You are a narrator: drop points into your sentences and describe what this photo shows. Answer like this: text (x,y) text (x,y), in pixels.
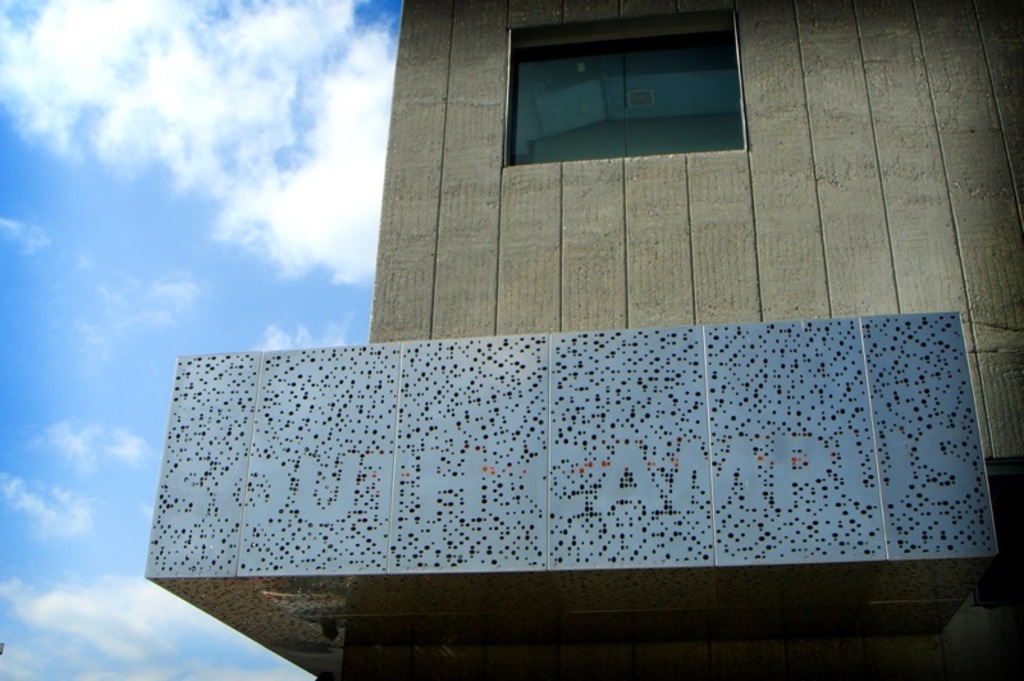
In the picture there is a building (463,371) and in front of the building's wall (674,284) there is some name (436,486).
